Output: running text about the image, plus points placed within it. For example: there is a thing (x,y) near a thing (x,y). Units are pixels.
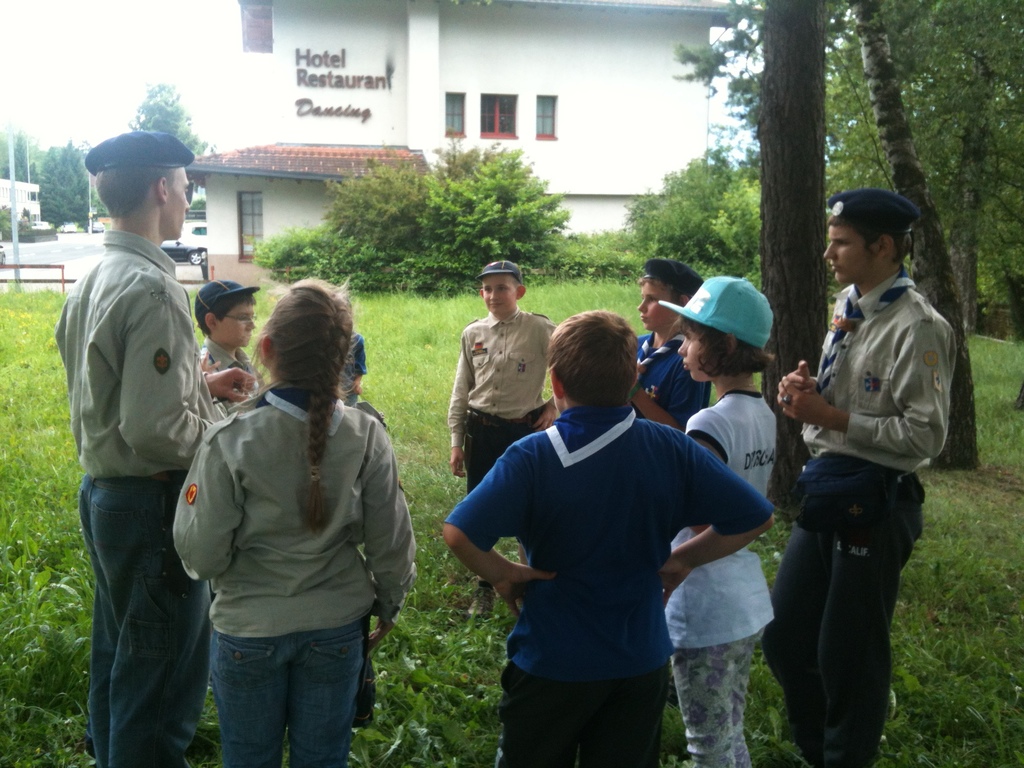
In this image there are a few people (550,494) standing on the surface (454,562) of the grass (416,604). In the background (401,152) there is a building (567,143) and trees (885,123).
